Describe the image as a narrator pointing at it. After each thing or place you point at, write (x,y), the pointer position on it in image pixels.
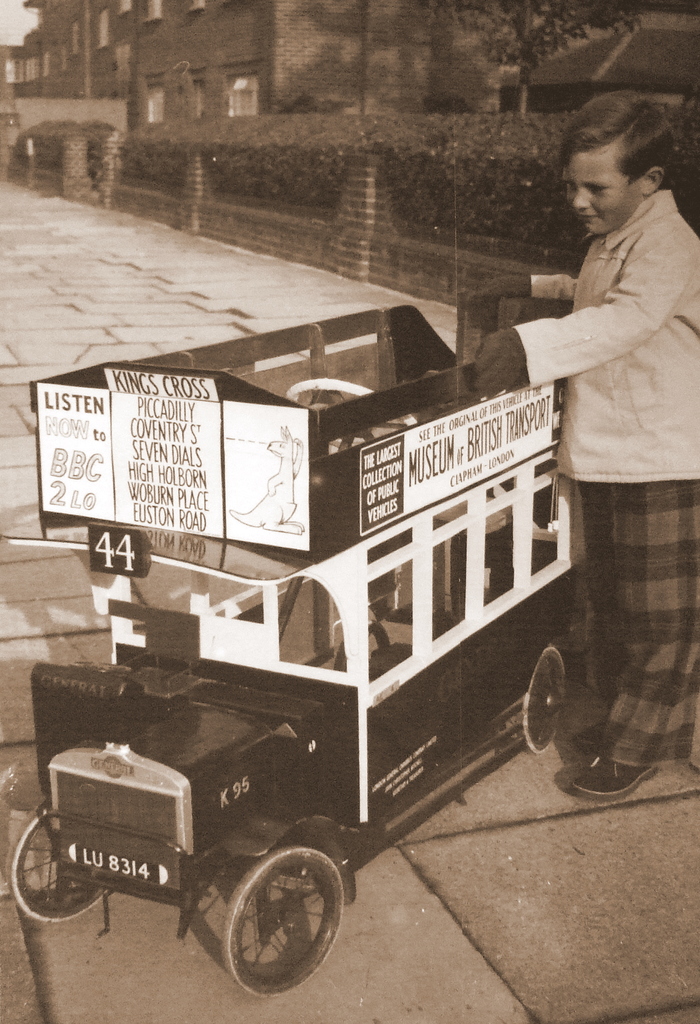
There is a boy (611,396) standing and holding a vehicle (337,725). Background (353,7) we can see wall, plants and buildings (399,100).
